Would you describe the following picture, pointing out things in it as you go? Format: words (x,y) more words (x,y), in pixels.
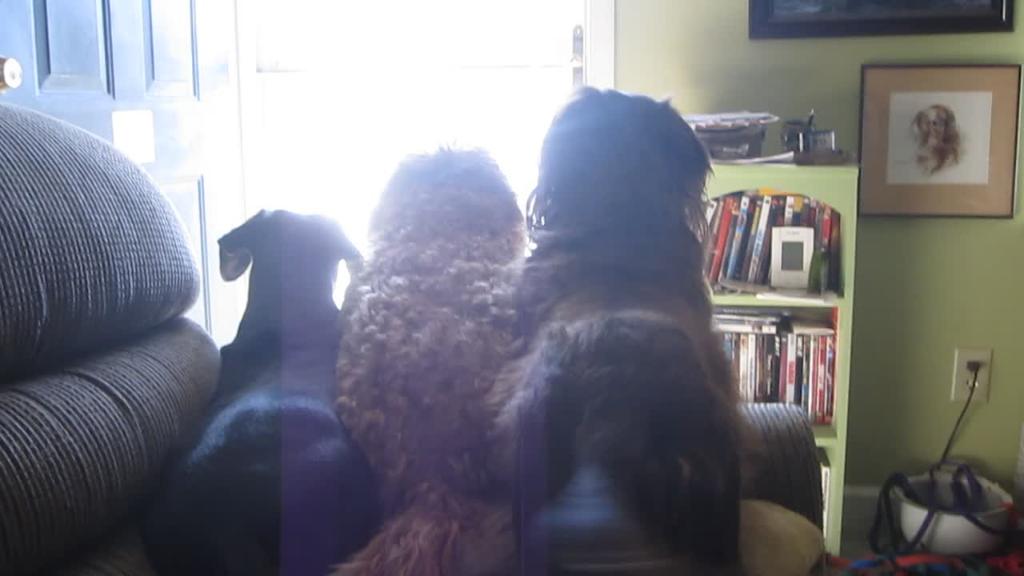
In this image there are three dogs (579,469) on a sofa (774,433), in front of them there is a door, a books rack (815,408), a photo frame (903,109) on the wall (991,396) and other object (1019,575) on the floor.
